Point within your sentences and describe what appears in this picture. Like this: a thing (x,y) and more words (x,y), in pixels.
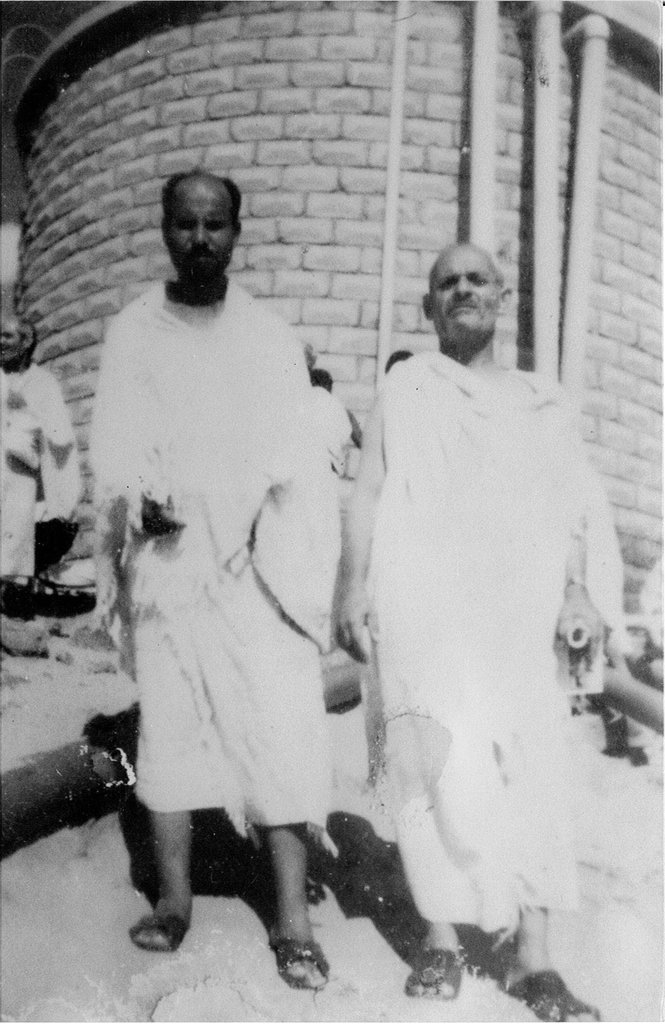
This is a black and white image and here we can see people (223,475). In the background (248,119), there are pipes (475,206) and there is a wall (449,190).
